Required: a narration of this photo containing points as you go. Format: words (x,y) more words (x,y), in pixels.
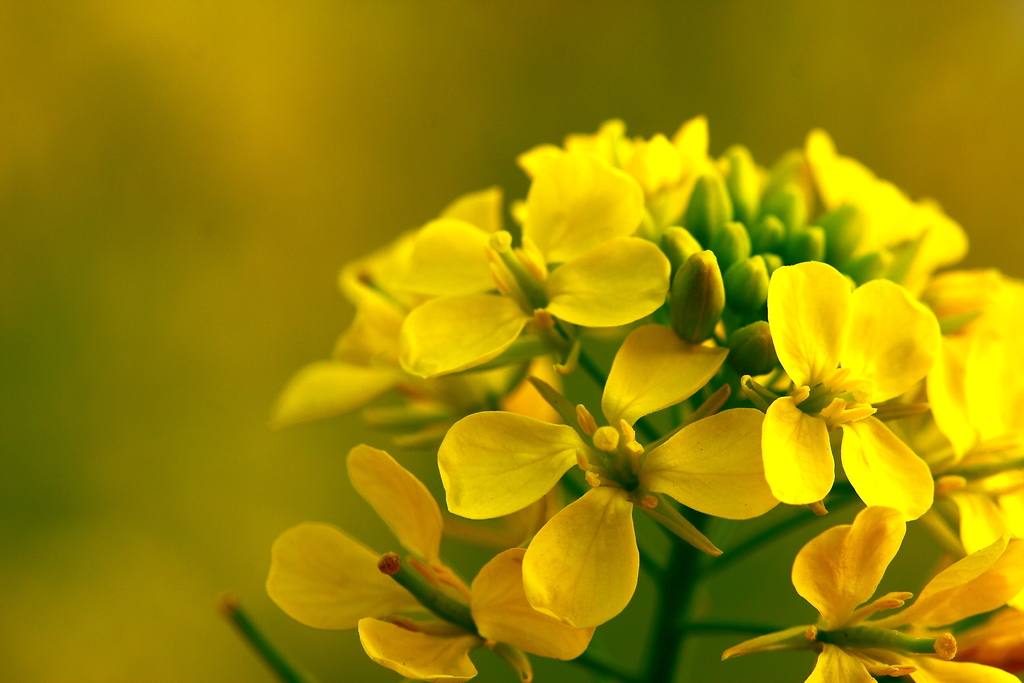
In this image we can see flowers (891,476) which are in yellow color.
